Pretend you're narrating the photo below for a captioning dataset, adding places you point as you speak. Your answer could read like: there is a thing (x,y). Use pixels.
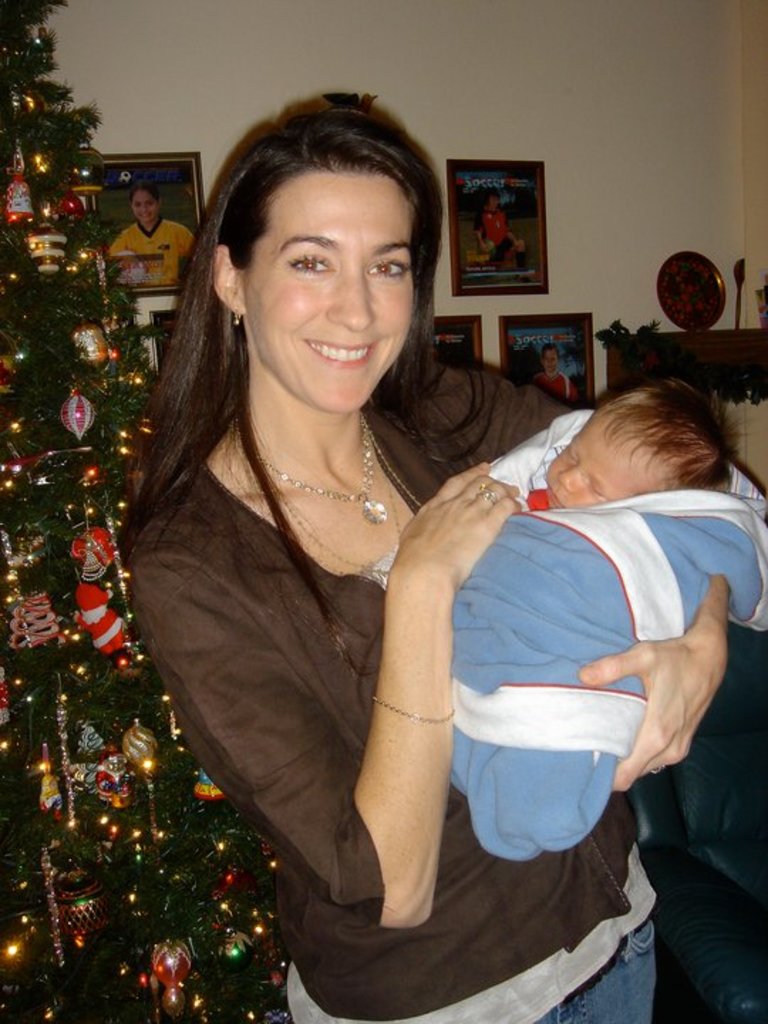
In this image there is a person (266,423) standing and smiling by carrying a baby (562,459), and in the background (36,150) there are frames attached to the wall (557,97), an artificial tree (40,138) decorated with toys (34,600), balls (227,892), lights (9,485).
